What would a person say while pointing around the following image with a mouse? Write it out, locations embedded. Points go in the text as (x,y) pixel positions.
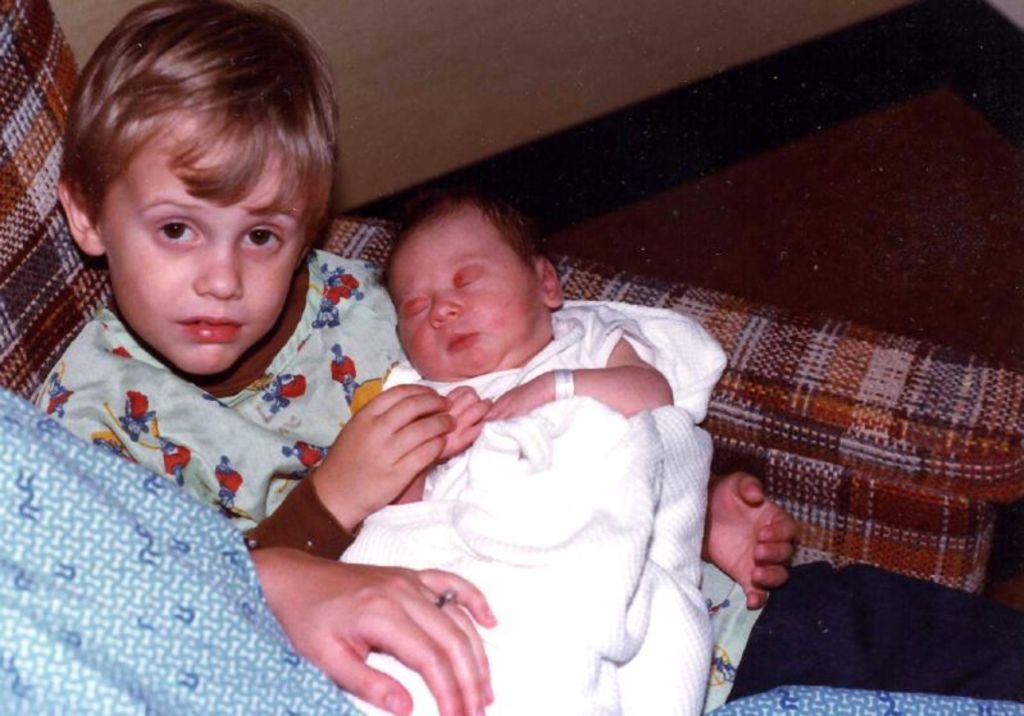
In this picture there is small boy (151,446) on the left side of the image (177,139) and there is a small baby (493,369) on his laps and there is a lady (87,567) in the bottom left side of the image (84,554) on the sofa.
